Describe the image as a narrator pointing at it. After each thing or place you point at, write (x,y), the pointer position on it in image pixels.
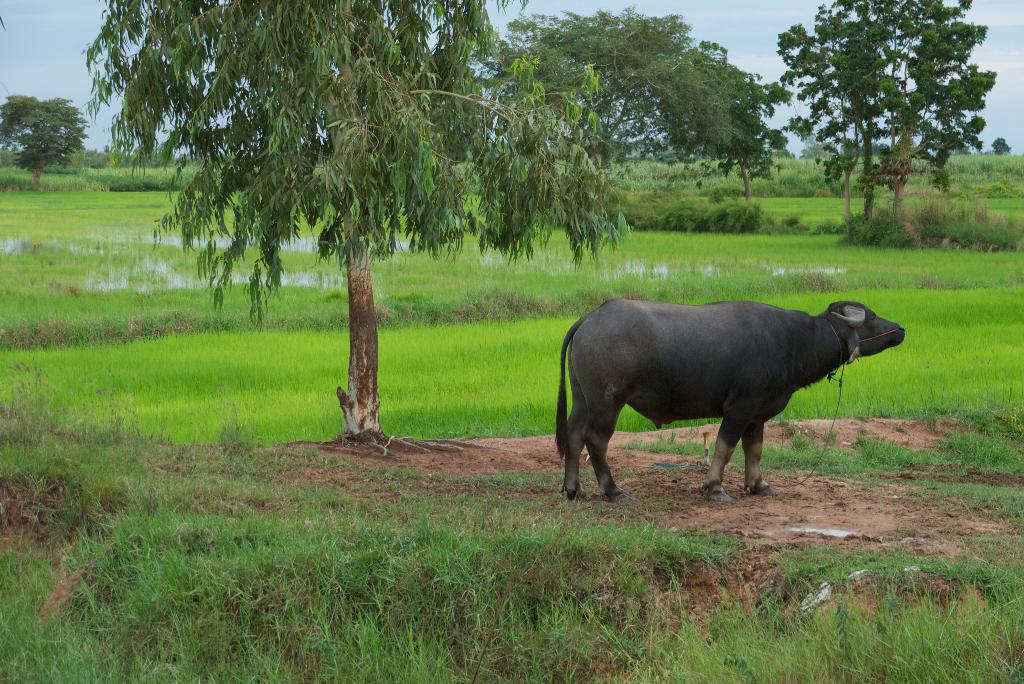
In this image in the front (423,605) there's grass (546,588) on the ground (557,517). In the center (624,358) there is an animal (708,379) standing. In the background (56,293) there are trees (304,184) and there is water (299,240) and the sky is cloudy and there is grass (97,305).
